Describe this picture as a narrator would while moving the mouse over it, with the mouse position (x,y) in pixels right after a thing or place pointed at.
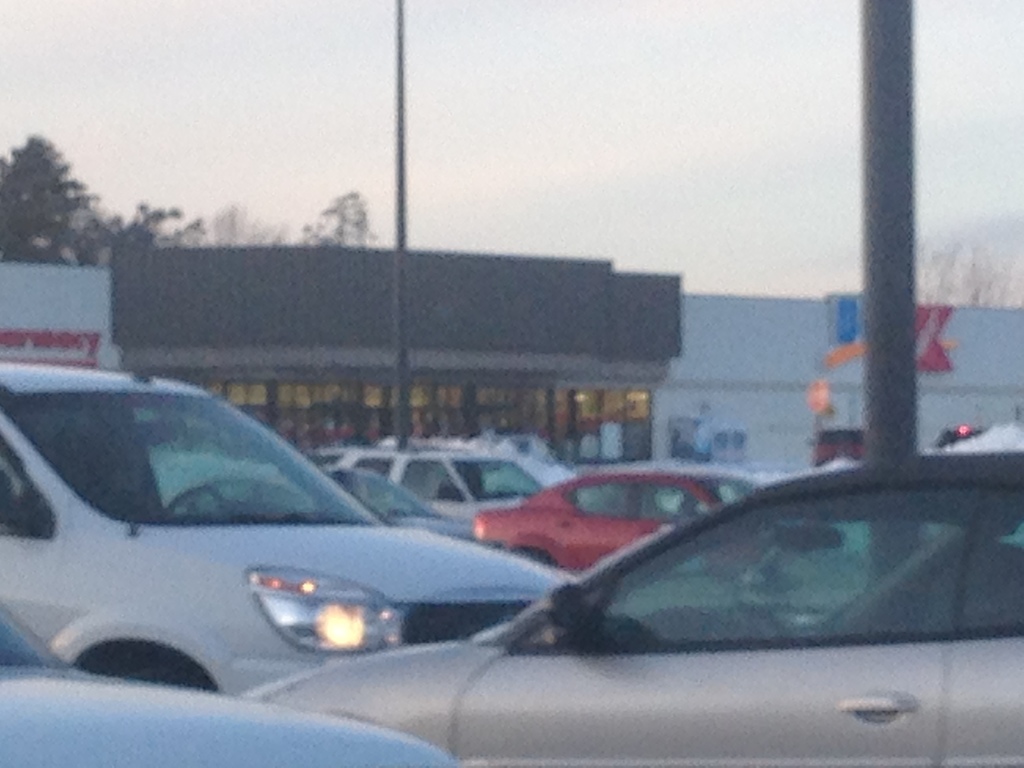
In this image there are some vehicles (563,536) on the bottom of this image (547,604) and there are some buildings (443,322) in the background (449,389). there is one pole (881,366) on the right side of this image (885,426) and one is in middle of this image (401,397). There are some trees (41,196) on the top left side of this image (154,226) and there is a sky (494,91) on the top of this image (692,147).
